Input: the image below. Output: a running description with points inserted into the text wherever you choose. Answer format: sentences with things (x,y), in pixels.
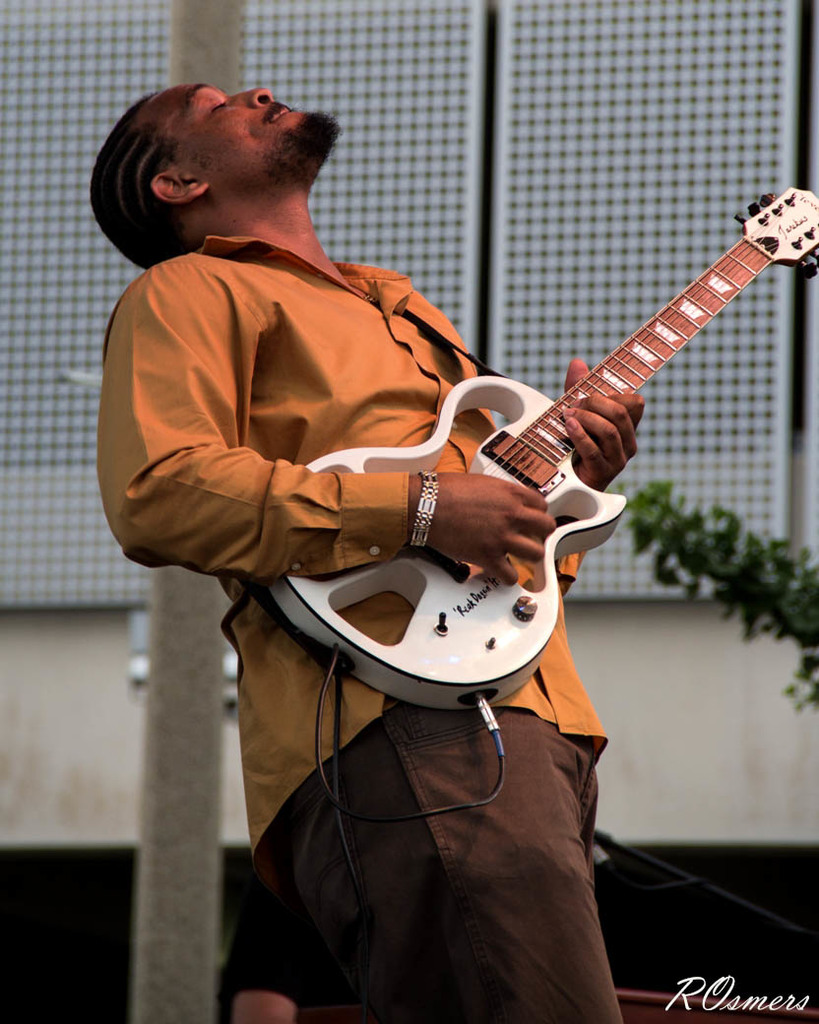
this picture shows a man (461,448) standing and playing guitar (490,392) and we see a tree (696,520) and a pillar (205,898) and a building (511,309) on the side and he wore a brown shirt (571,724) and a brown pant (386,726) and we see a bracelet (414,532) to his hand (414,513).
